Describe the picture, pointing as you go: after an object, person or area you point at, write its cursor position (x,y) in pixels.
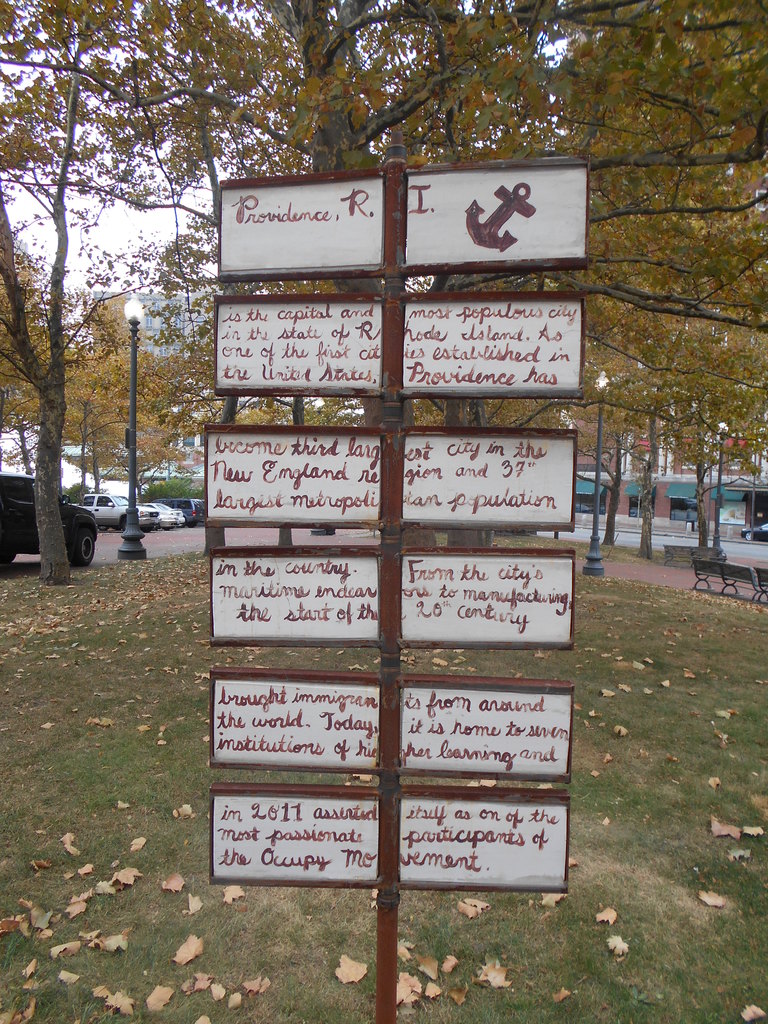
In the image we can see a pole (383,746) and on the pole (390,542) there are boards (339,507) and text (451,591) on it. Here we can see dry leaves (177,810), grass (114,759) and trees (435,139). We can even see there are benches (766,583) and vehicles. There are poles (130,396), buildings (637,486) and the sky (121,209).
